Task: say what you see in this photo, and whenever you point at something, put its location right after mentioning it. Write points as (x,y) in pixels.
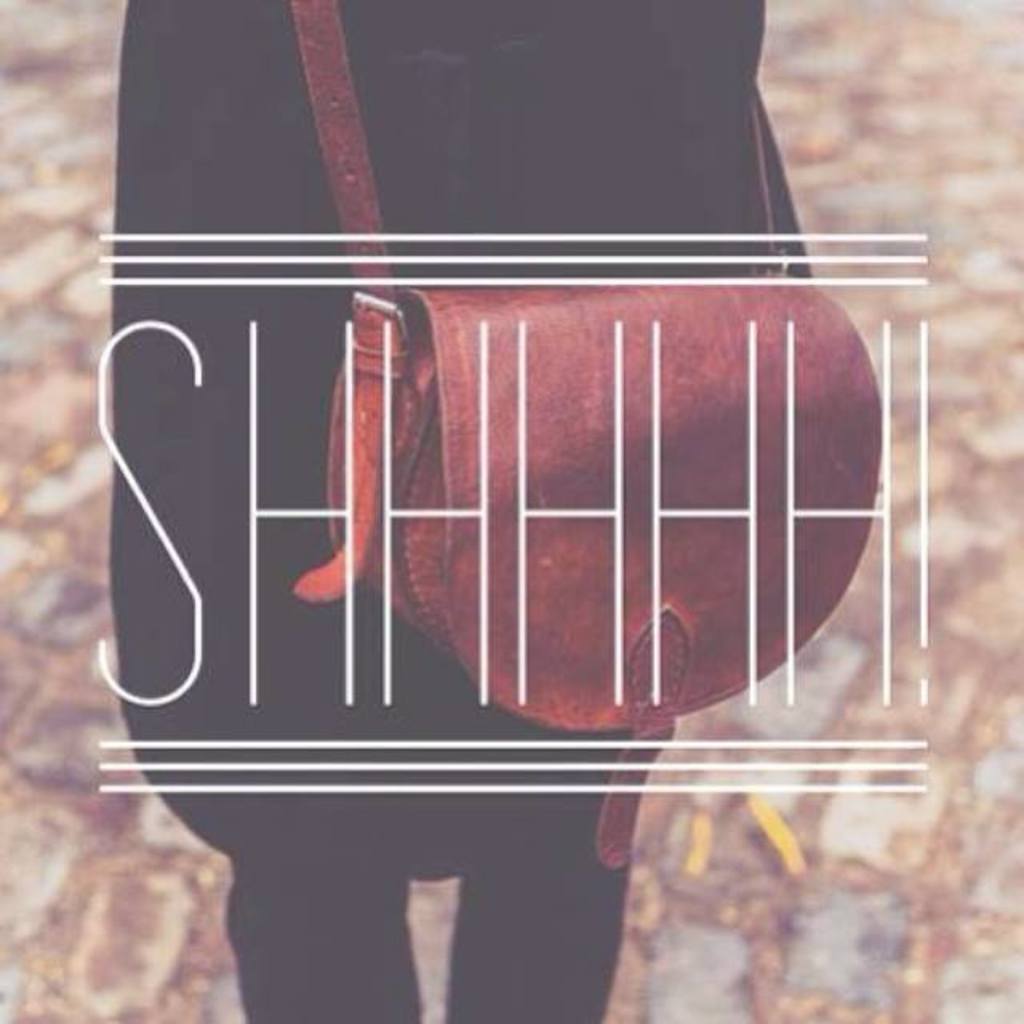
This is an edited image and here we can see a person (454,274) wearing a bag (532,456) and there is a pavement (991,371) and some text (381,524).
